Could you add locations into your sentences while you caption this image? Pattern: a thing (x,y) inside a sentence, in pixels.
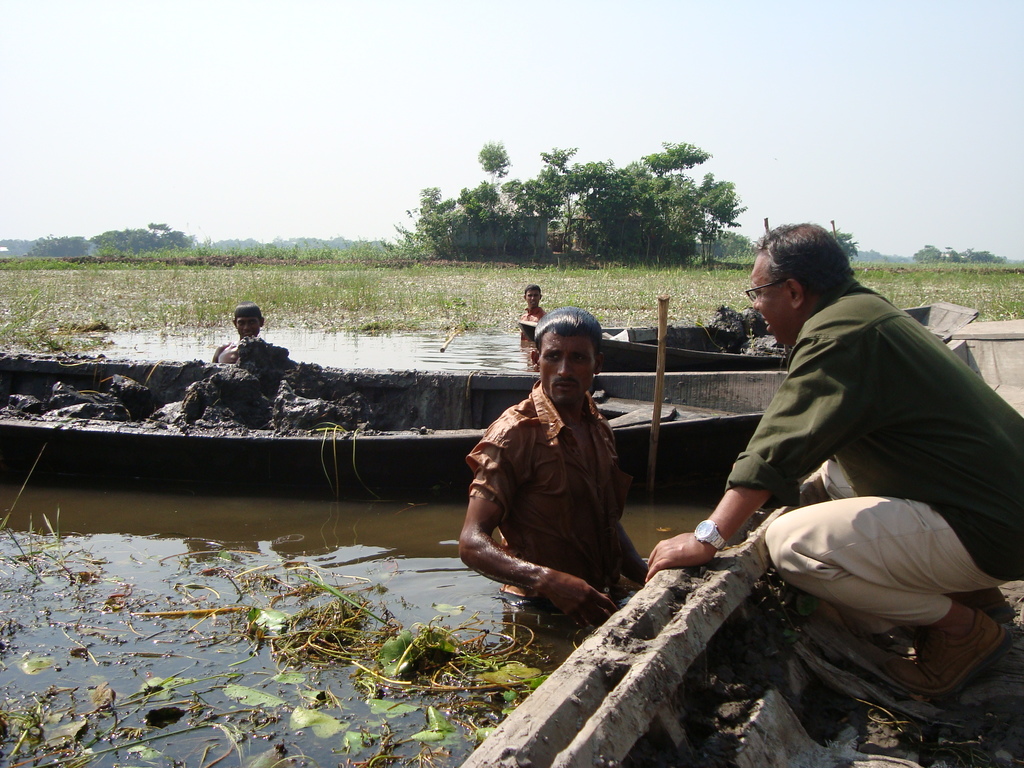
In this picture I can see there is a man (981,656) sitting in the boat (910,761) and there are few other persons (530,426) in the backdrop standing in the lake (263,679) and there is a lot of plants (254,578) and mud (236,396) in the lake (98,550) and in the backdrop (402,255) there are trees (621,218) and the sky (26,181) is clear.
